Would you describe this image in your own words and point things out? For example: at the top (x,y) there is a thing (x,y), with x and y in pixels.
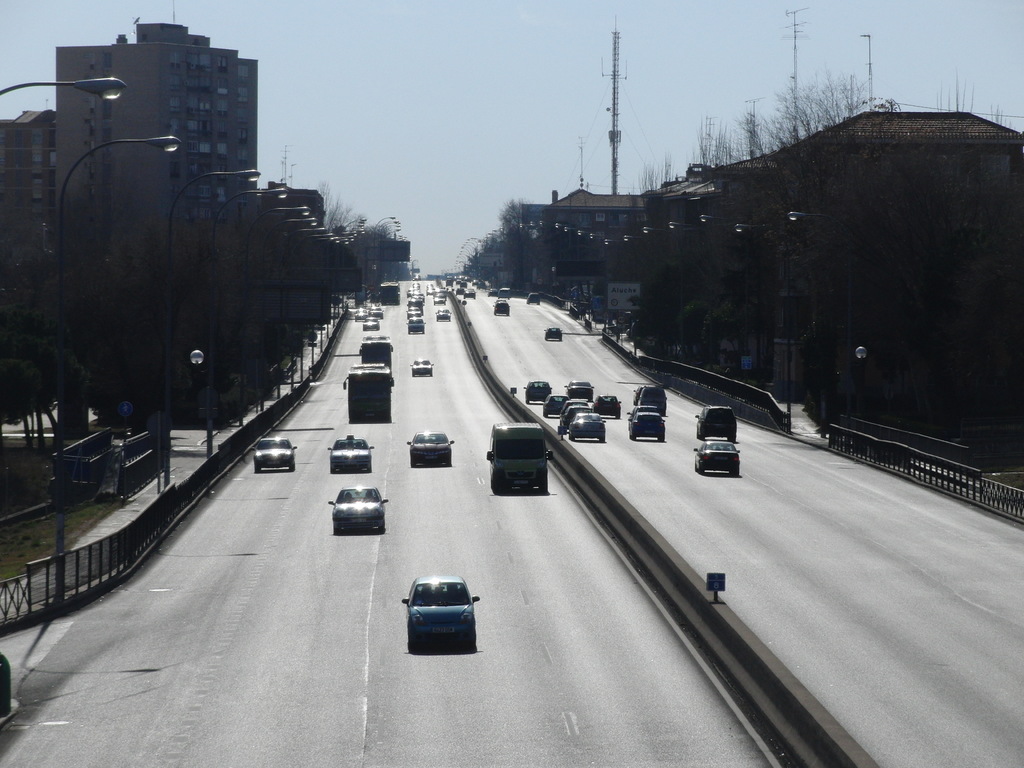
There are roads (346,545). On the roads (467,453) there are many vehicles (541,399) moving. On the sides of the road (435,313) there are railings (310,386), street light poles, trees (527,246), buildings (569,205). In the background (435,112) there is sky (435,112).
